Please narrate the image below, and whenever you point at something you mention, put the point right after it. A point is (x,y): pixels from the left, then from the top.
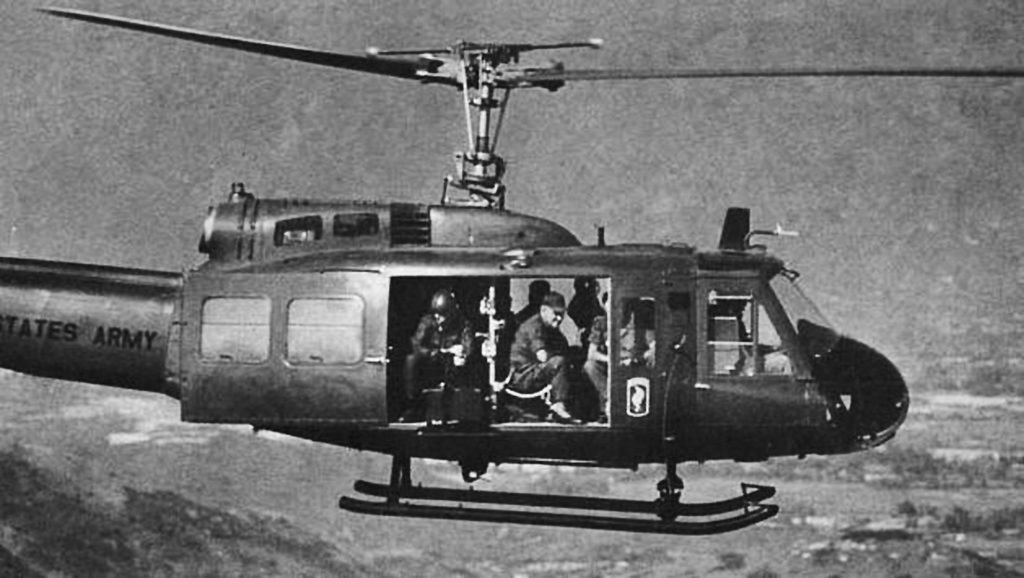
In this image I can see people (563,401) sitting in a helicopter (283,321). This is a black and white image.
